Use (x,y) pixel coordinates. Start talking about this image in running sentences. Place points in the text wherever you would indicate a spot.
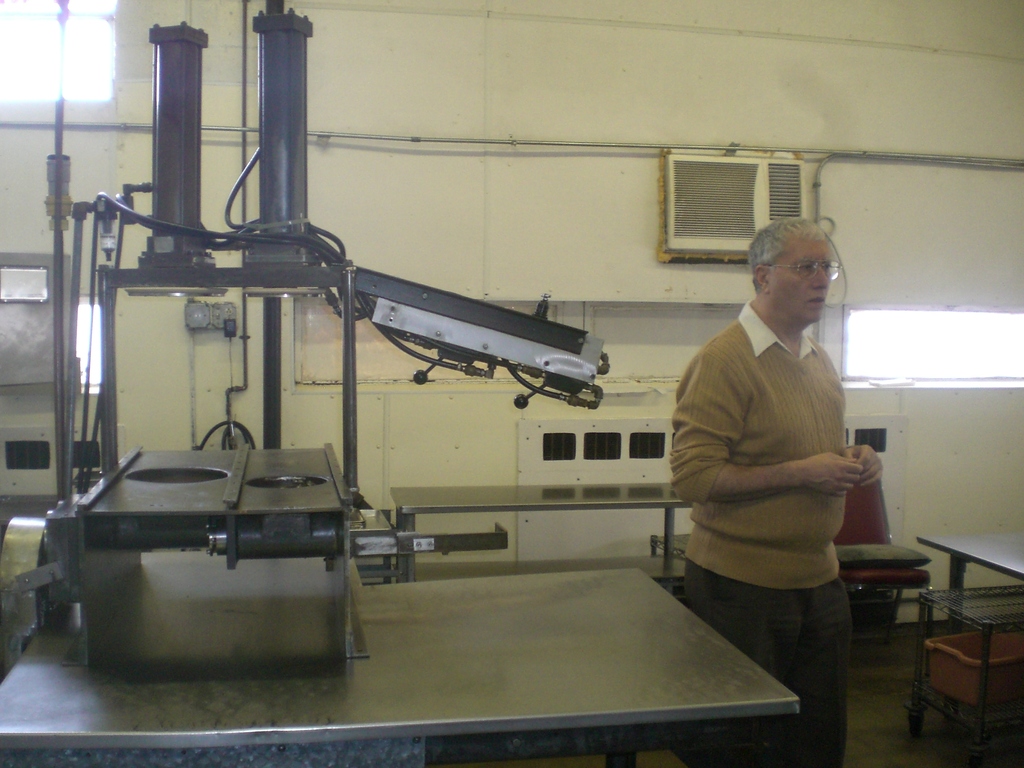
In this image, we can see old man (787,506) is standing here. Beside him, we can see a table (468,670). On top of table (401,665), we can see a machine (210,252) and cream color wall (543,215), rod (597,143), AC (706,199). Here we can see chair (891,582). And the right side of the image (980,556), we can see a table (989,556) and basket (967,633). Here floor (930,723).
